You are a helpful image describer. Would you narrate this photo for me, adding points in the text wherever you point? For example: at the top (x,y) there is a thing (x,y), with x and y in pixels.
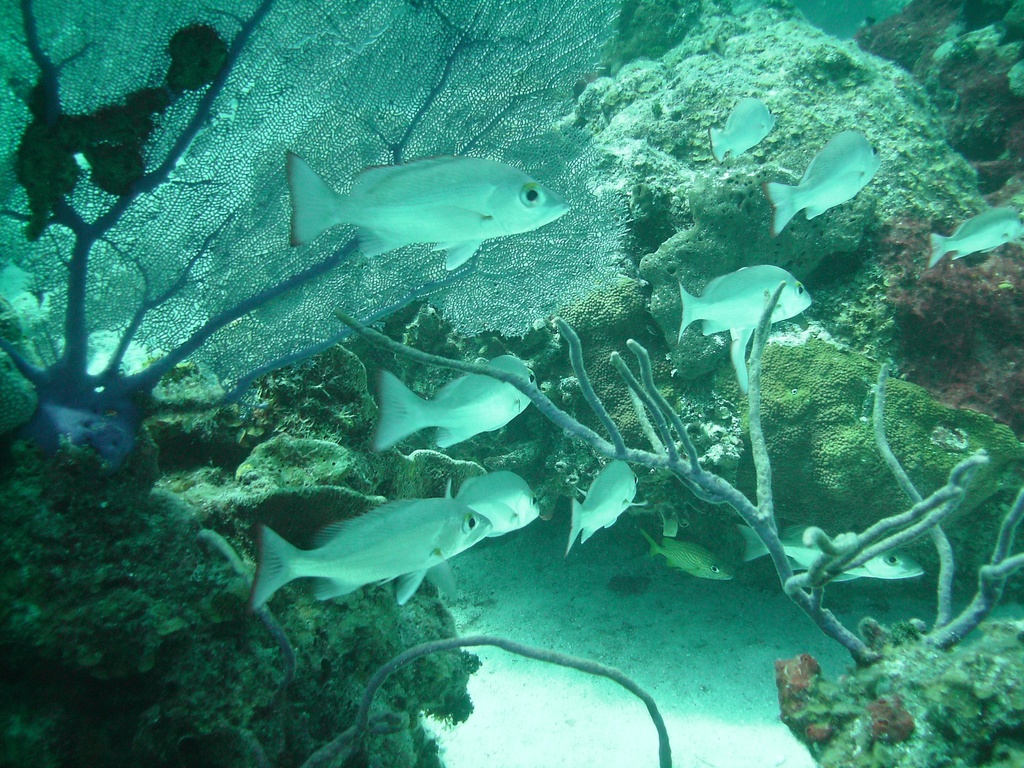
In the picture I can see the fishes (420,401) and algae (403,476) in the water (958,586).
